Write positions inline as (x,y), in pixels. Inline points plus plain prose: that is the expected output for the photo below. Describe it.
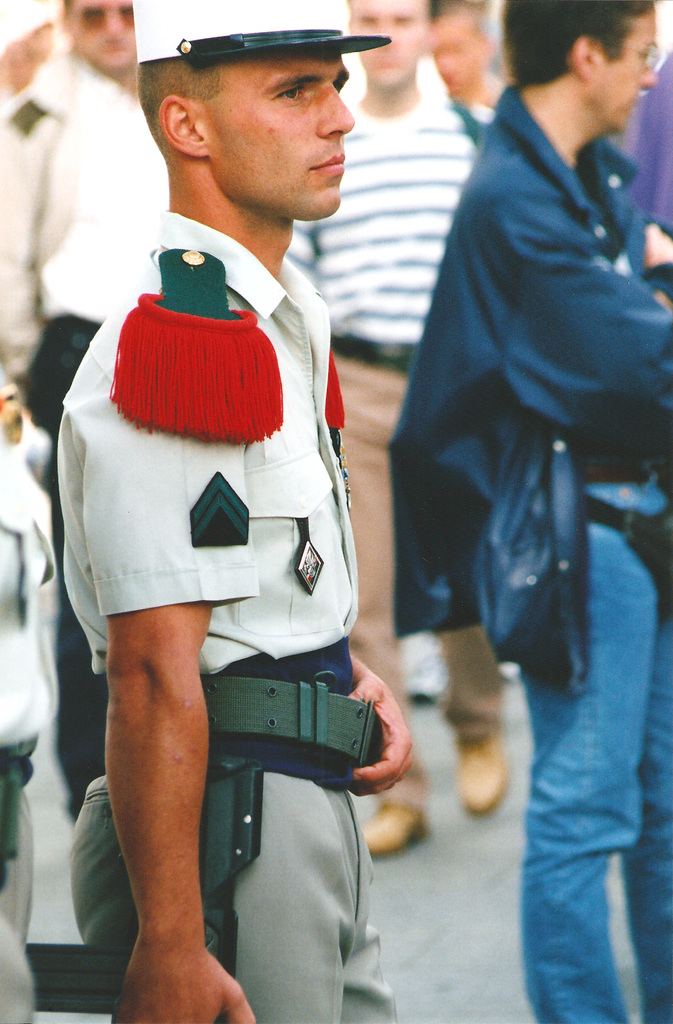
On the left side (177,46), there is a person (235,1) in a uniform (272,903), holding a gun (219,887) with a hand (207,1015), holding a belt (321,704) with other hand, standing and watching something. On the right side (638,268), there is a person (531,116) in a navy blue color jacket (517,331), standing on the road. In the background (413,52), there are other persons (83,98) on the road (39,912).
